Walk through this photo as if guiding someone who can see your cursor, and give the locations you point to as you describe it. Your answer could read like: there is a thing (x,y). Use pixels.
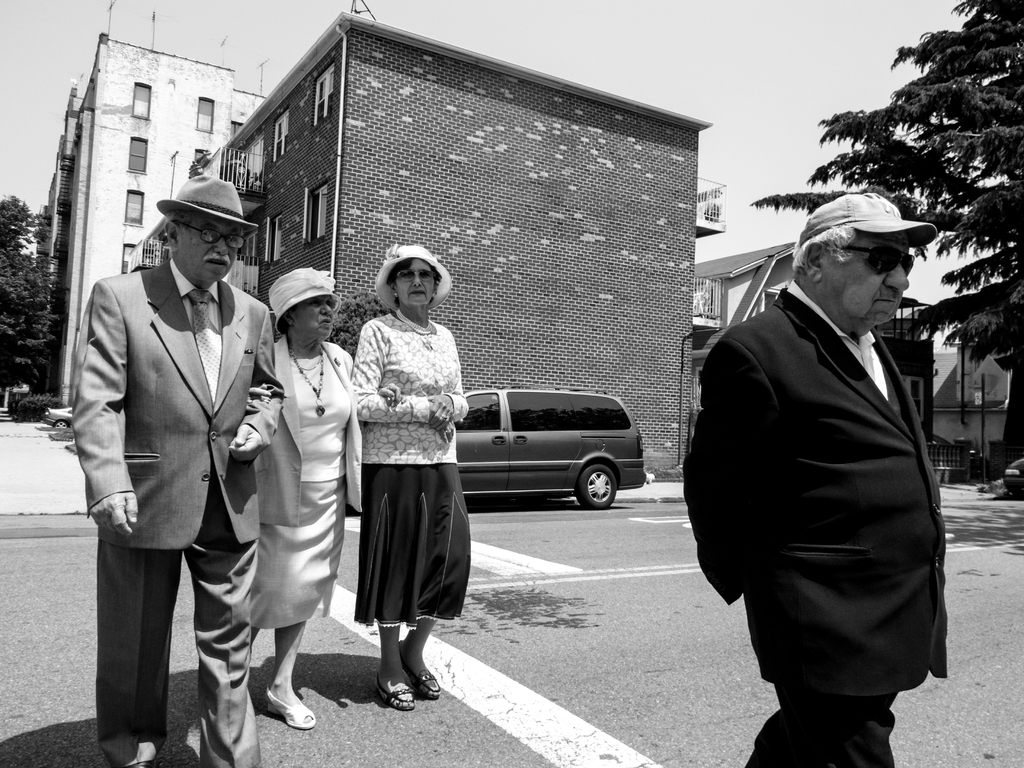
It is a black and white picture. In this picture there are buildings (568,376), vehicles (474,462), poles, plants (24,406), trees (900,196), sky (572,55), people (688,463) and road (638,525). People (863,525) wore hats (207,214) and cap (857,211).
